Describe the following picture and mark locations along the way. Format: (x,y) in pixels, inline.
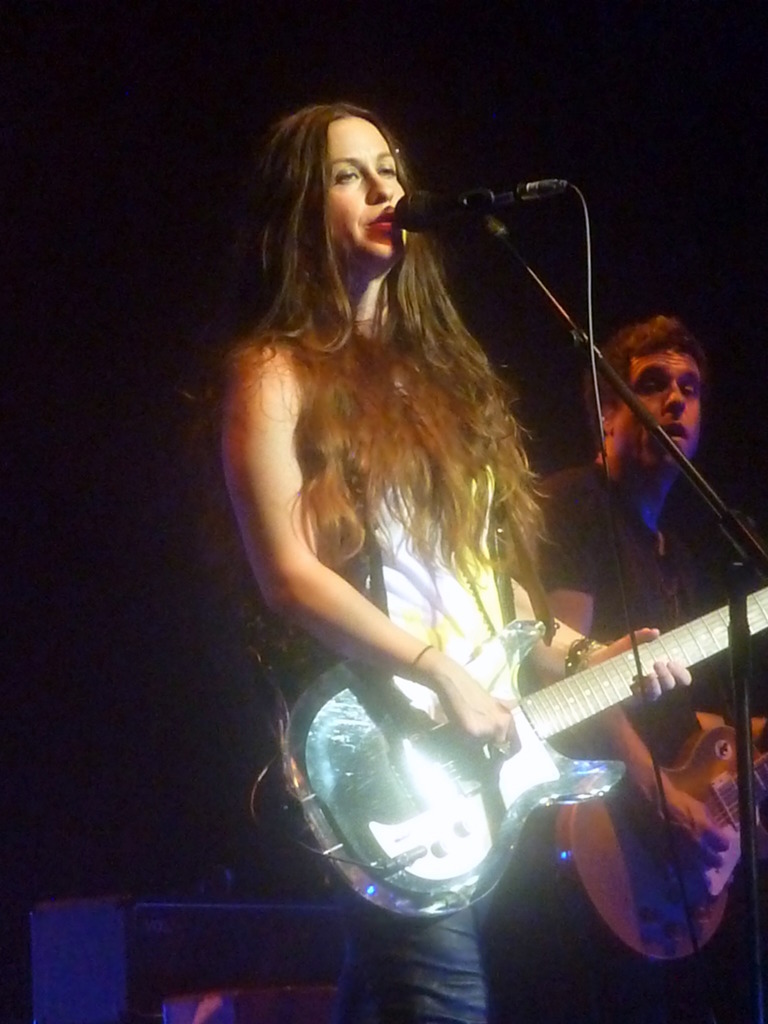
In the picture we can see a woman (428,552) holding a guitar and singing a song in the microphone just beside to her there is a man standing and holding a guitar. In the background (42,747) there is dark.
